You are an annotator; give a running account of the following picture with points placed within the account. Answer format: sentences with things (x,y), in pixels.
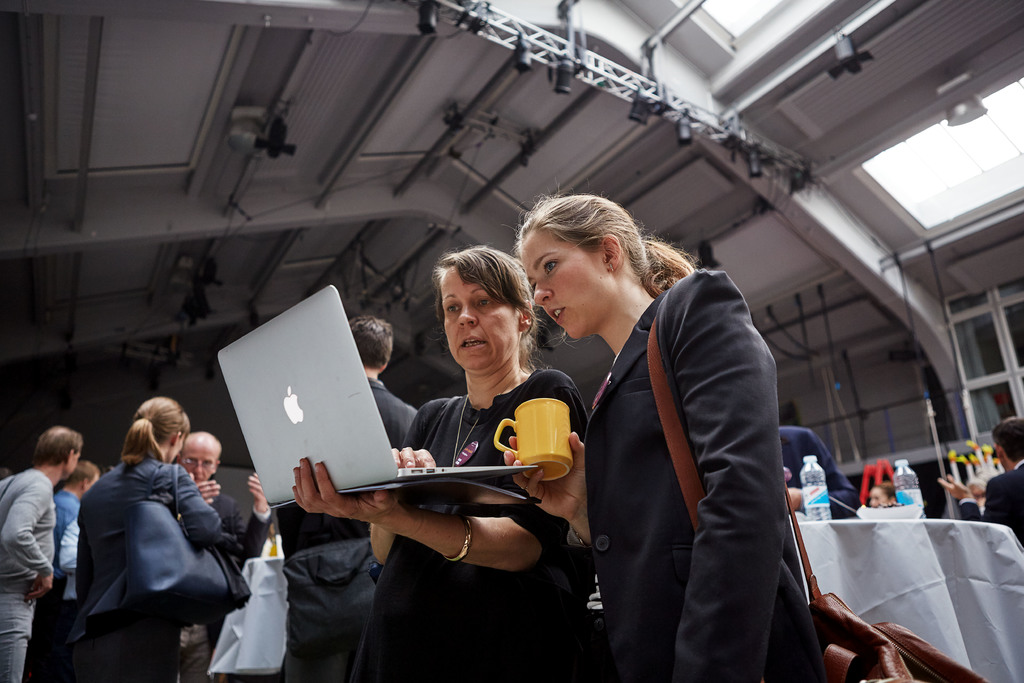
In this picture I can see in the middle (628,413) two women (731,430) are looking in the laptop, on the right side (920,534) there are water bottles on the table (907,519), on the left side (25,572) I can see few persons (194,476) standing, at the top (692,120) it looks like a roof (672,223).
